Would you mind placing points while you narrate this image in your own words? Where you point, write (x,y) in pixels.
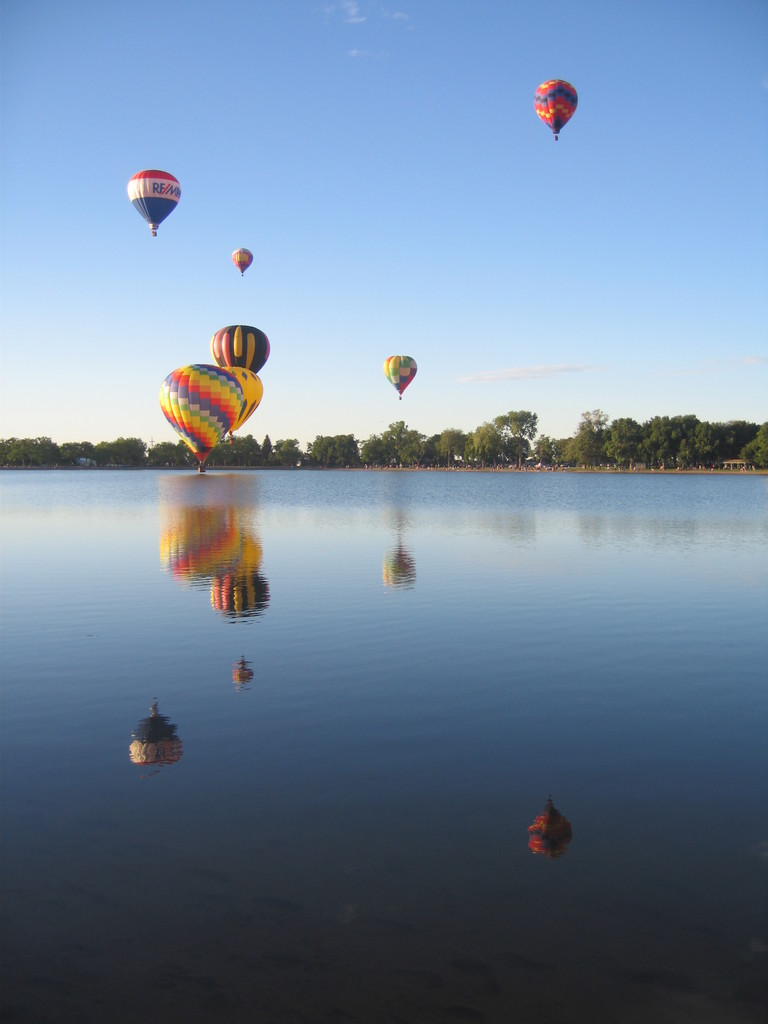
In This image at the bottom (365,779) there is a river (172,481), and in the background (766,436) there are some trees (766,426) and there are some hot air balloons (150,199) in the air (552,290). At the top of the image (349,280) there is sky (432,274).
